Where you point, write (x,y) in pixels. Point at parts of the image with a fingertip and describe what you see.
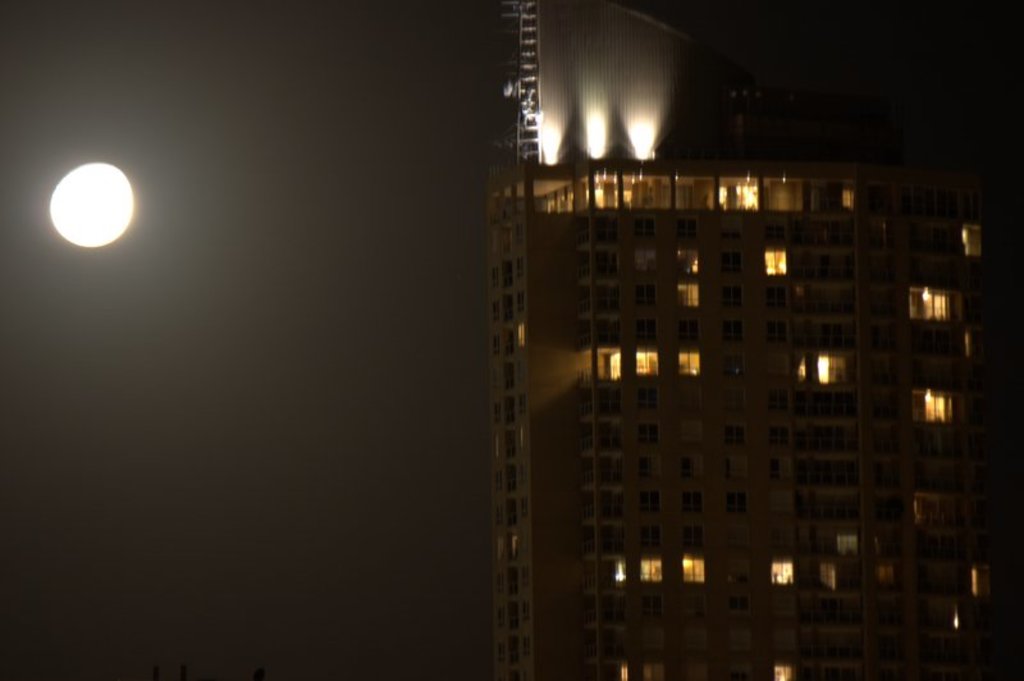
On the right side (811,438) it is a very big building (656,355) there are lights (605,189) in it and on the left side (108,239) it's a light (105,223).
